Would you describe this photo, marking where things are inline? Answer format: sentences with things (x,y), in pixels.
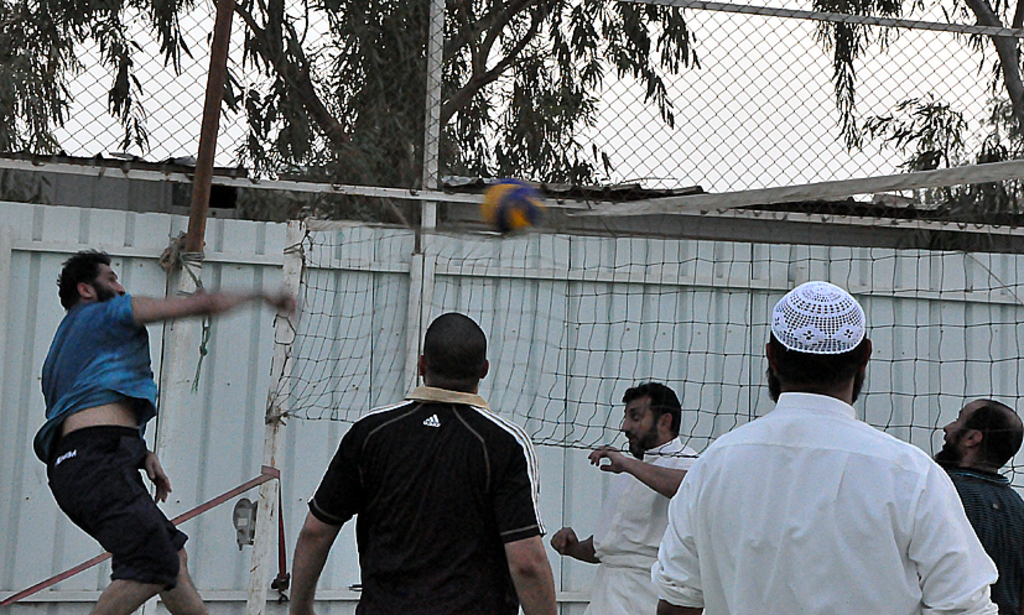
There are few people (410,435) playing volleyball. Person (726,496) on the right (757,445) is wearing a cap (808,348). There is a net (486,255) and a ball (504,220). In the back (145,244) there is a fencing (265,275). Also there is a net (695,83) above that. In the back (750,75) there are trees (250,109) and sky (744,79).
